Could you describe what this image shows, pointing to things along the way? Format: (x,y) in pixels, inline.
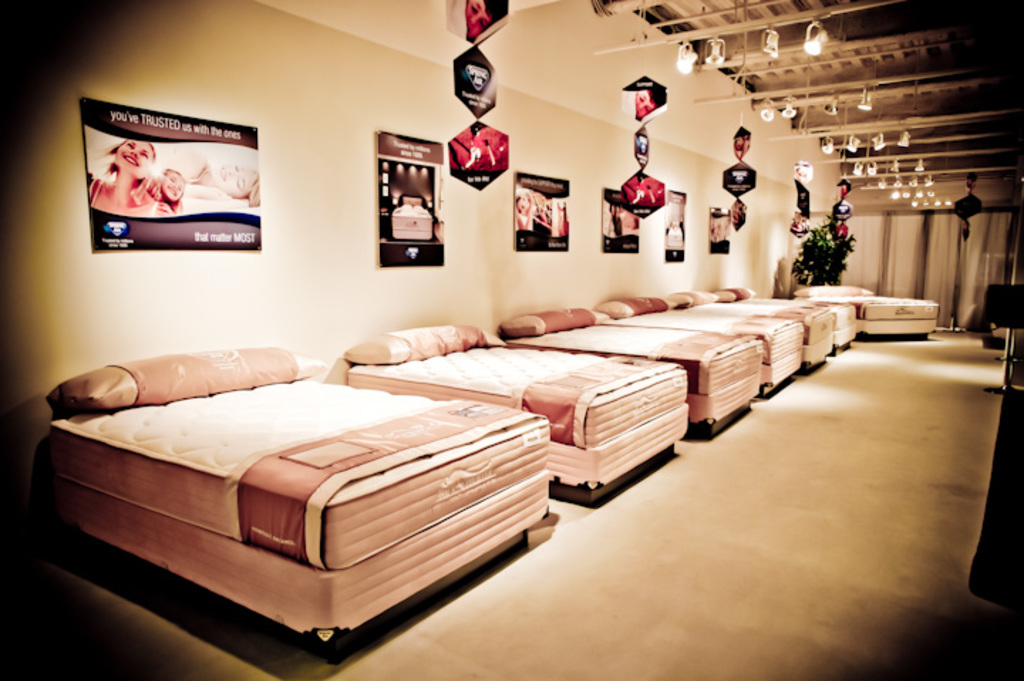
In this image there are beds (650,396) one beside the other in the line. On the bed (300,406) there are pillows (115,388) and blankets (352,446). To the wall (186,57) there are posters (235,204). At the top (825,147) there are hangings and lights (690,57).
